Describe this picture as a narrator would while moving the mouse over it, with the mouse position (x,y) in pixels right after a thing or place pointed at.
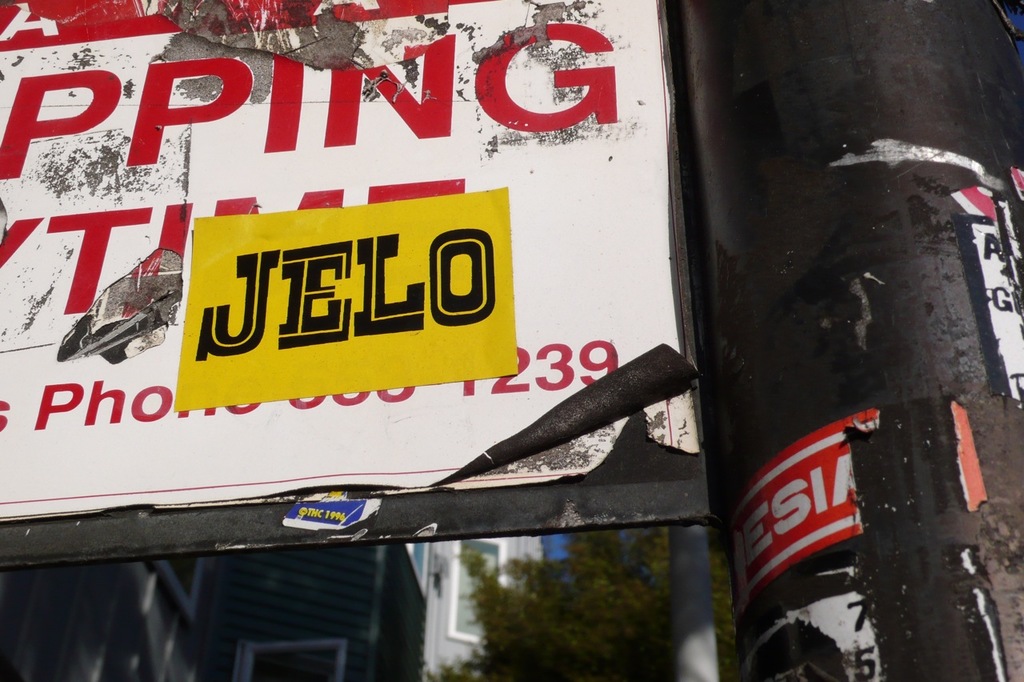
This image consists of some boards (65,116). There are some stickers (368,326) pasted. There are buildings (357,610) at the bottom (463,600). There is tree (622,626) at the bottom (573,626).
